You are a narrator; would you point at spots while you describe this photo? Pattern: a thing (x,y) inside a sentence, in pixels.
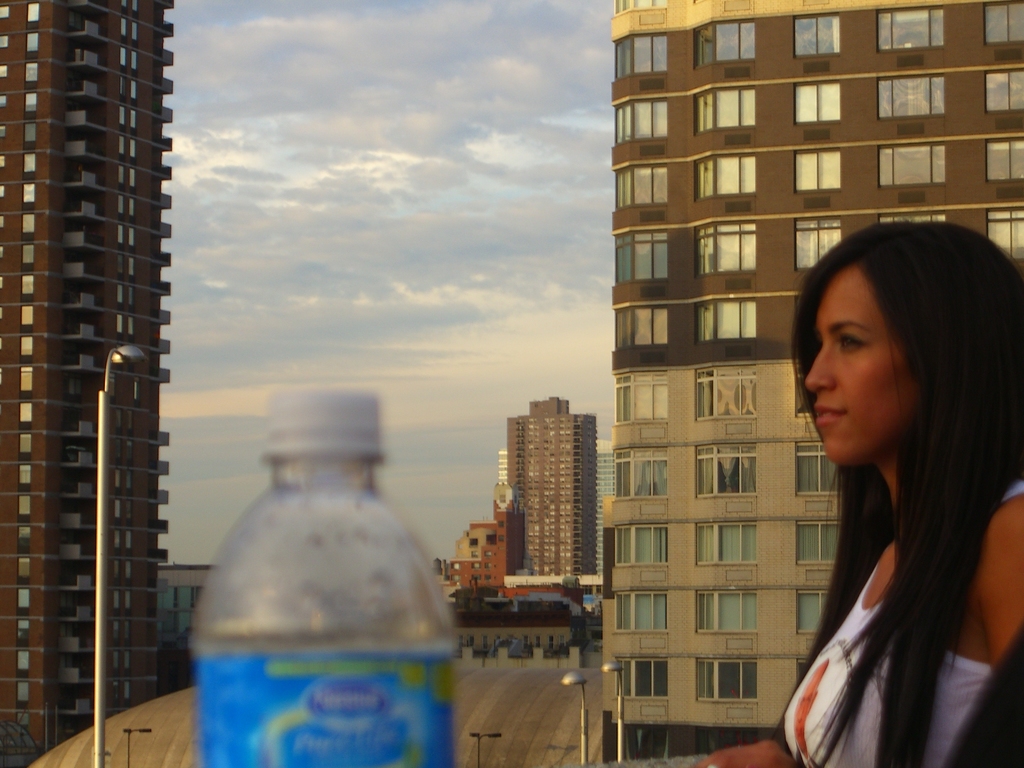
The image is outside of the city. In the image on right side (872,371) there is a woman (898,383), in middle (347,399) there is a water bottle (224,632), on left side (99,487) there is a street light (130,358). In background (114,169) there are some buildings (699,150) and sky (381,163) is on top (377,29).
